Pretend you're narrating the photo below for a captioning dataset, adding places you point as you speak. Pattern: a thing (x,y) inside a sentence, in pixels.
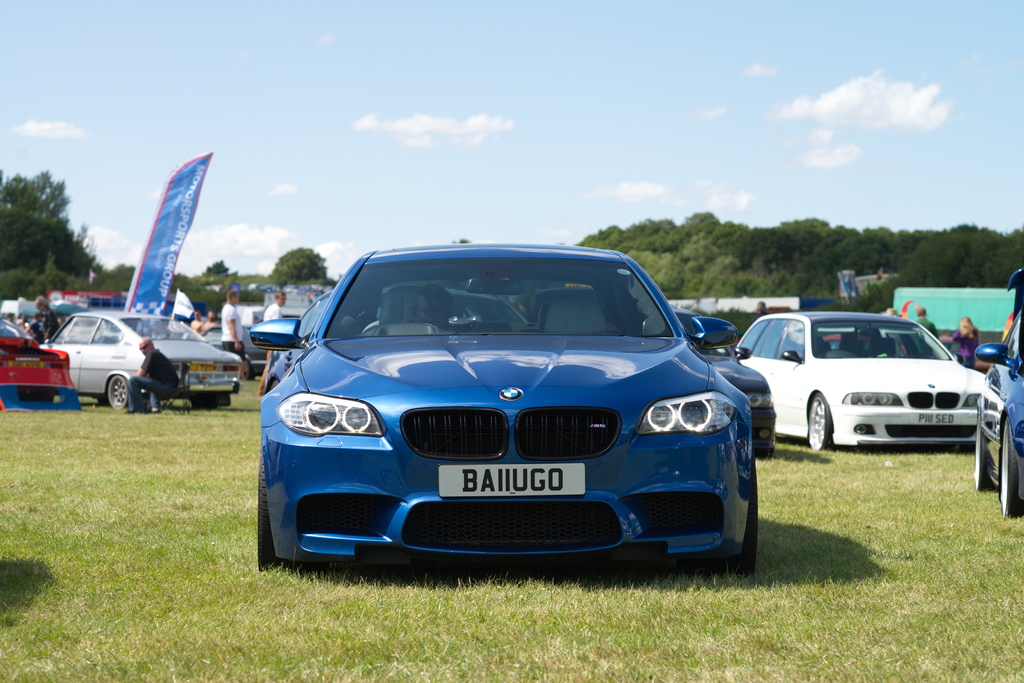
In front of the picture, we see a blue car (579,360). At the bottom (369,602), we see the grass (439,632). Behind the car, we see the people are standing and we see many cars (181,333) parked. On the left side (160,355), we see a man (172,366) in the black T-shirt (159,368) is sitting on the chair (160,401). Beside him, we see a car (166,341) and behind the car (122,338), we see a banner (167,218) in blue color with some text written on it. On the right side (961,329), we see the people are standing. There are trees (180,279) and the buildings (948,318) in the background (784,302). At the top (574,121), we see the sky (547,129) and the clouds (404,138).
